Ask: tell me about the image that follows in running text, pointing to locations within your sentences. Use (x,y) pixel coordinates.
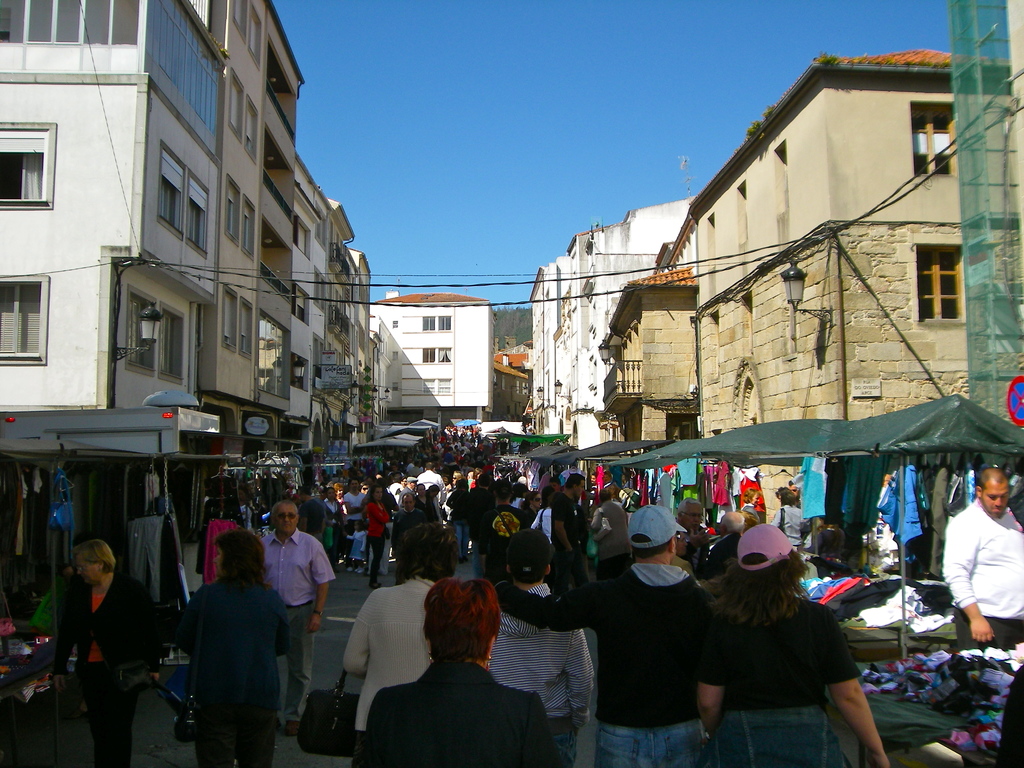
In the picture I can see a group of people (211,591) are walking on the ground (477,573). In the background (570,372) I can see buildings (431,416), the sky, stalls (529,455), clothes (292,475) and some other objects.
